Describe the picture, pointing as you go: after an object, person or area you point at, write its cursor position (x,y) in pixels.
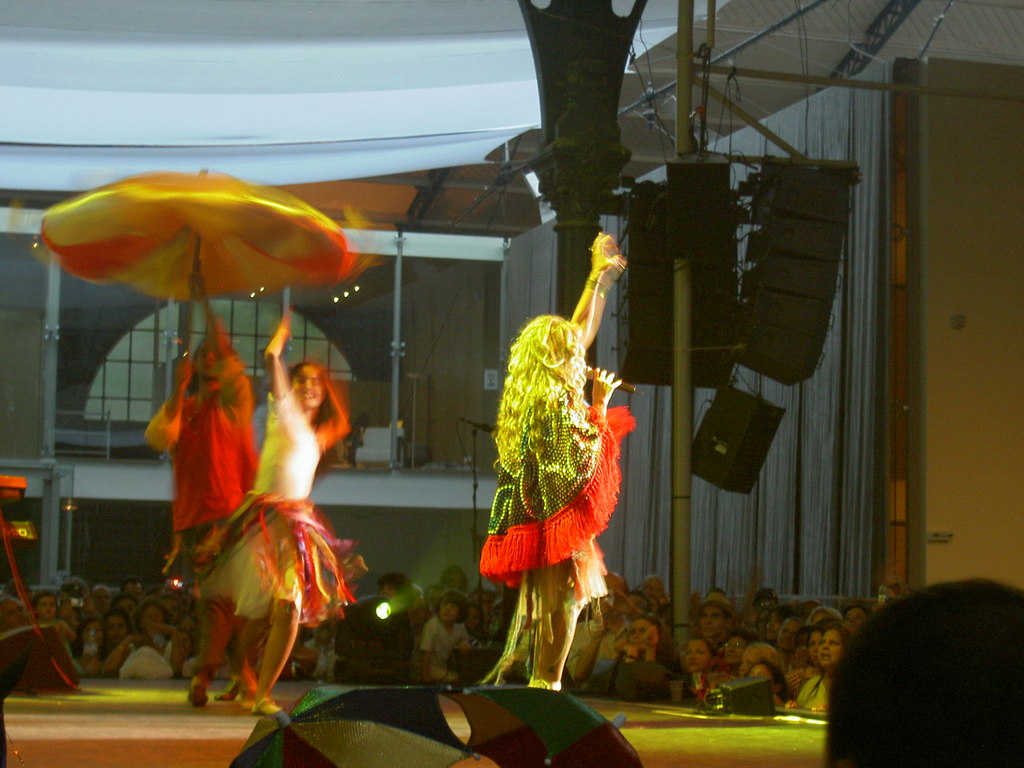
This image is taken indoors. At the top of the image (334,32) there is a roof (469,79). At the bottom of the image (381,736) there are two objects (923,632) and there is a dais (727,740). In the background (952,444) there is a wall (924,315). There are few curtains (692,514). There is an object (708,325). There is a pole (679,396). There are many people (449,632). In the middle of the image (558,380) three girls (177,382) are performing on the dais (674,708) and a person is holding an umbrella (223,235) in the hand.
